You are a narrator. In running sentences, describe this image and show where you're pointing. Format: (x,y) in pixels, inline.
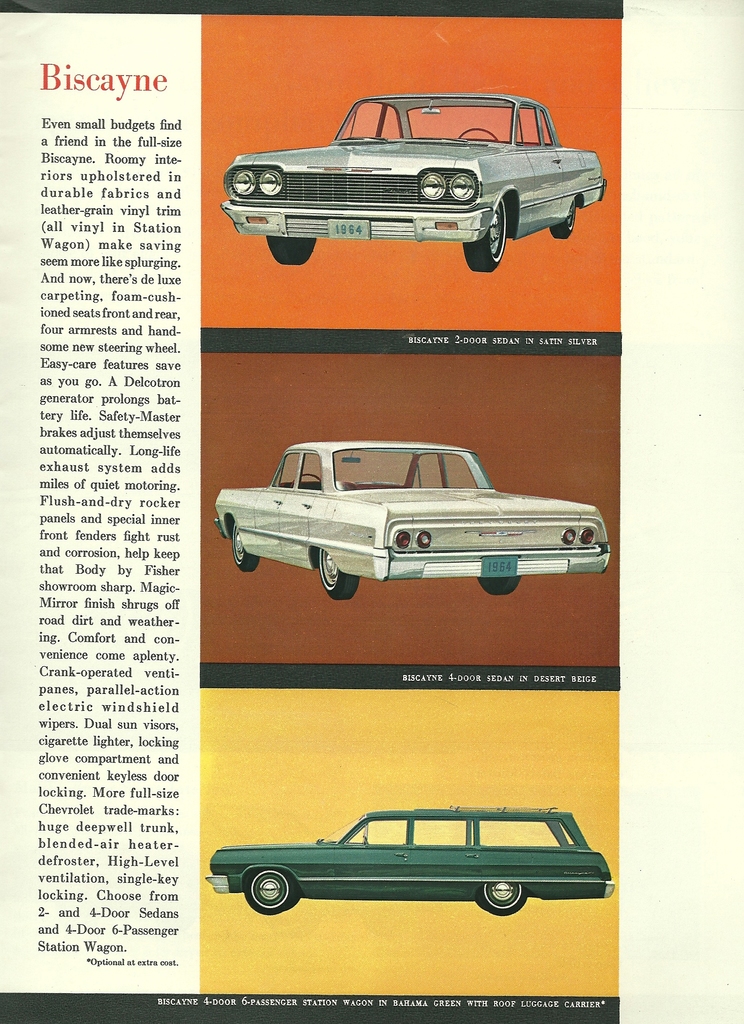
In this image it seems like an article in which there are three cars (362,174) one below the other on the right side (515,543). On the left side (79,422) there is some script (81,485).
